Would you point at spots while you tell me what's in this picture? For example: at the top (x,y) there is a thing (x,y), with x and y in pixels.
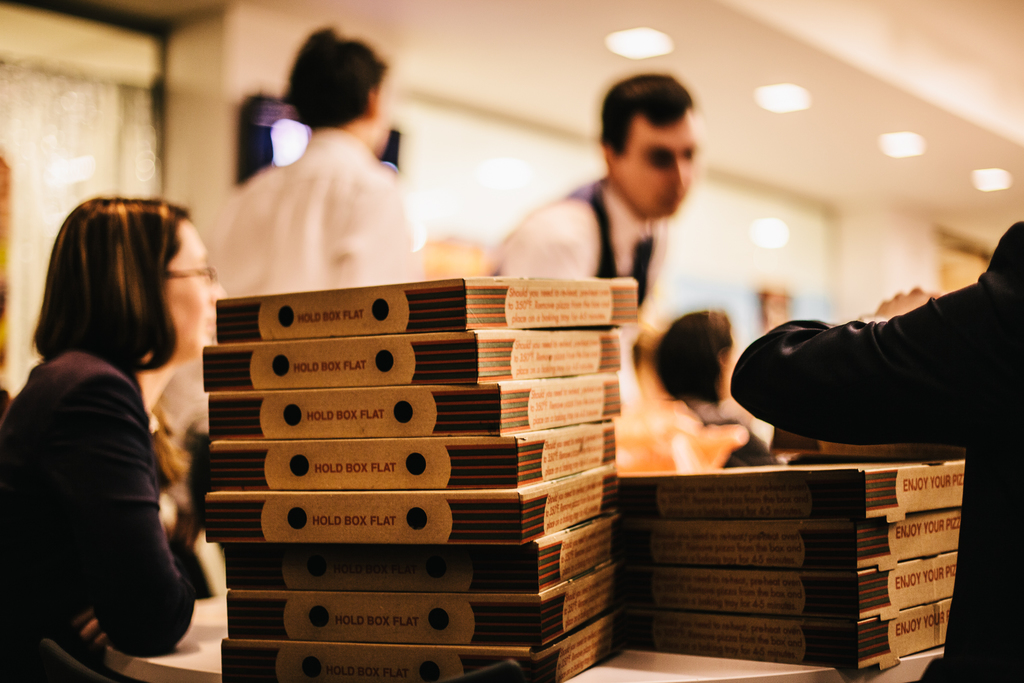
In this image we can see the people (645,311) standing and the other person (138,431) sitting. And there are boxes (577,538) on the table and blur background (734,127).
